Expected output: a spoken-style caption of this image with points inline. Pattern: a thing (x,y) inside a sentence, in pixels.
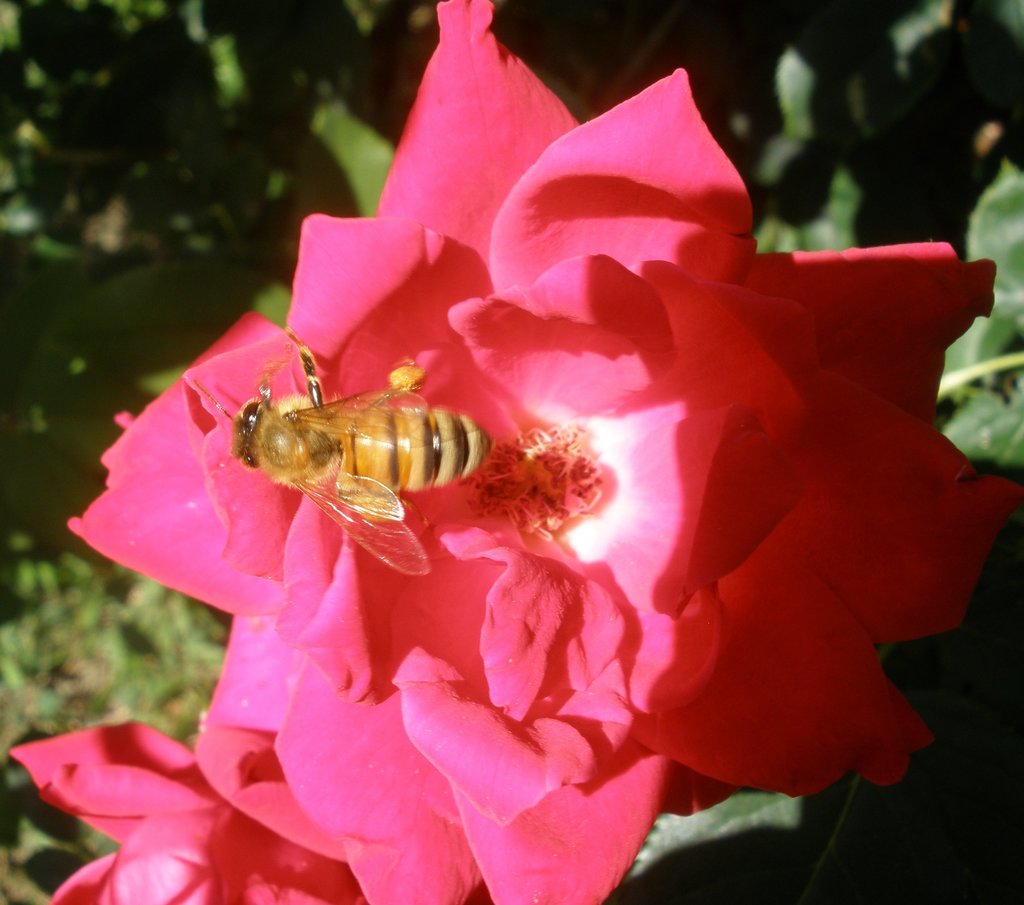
In this image we can see two rose flowers (614,378) and there is a bee (447,457) on the flower (549,228), in the background (116,148) we can see some plants (20,345).
